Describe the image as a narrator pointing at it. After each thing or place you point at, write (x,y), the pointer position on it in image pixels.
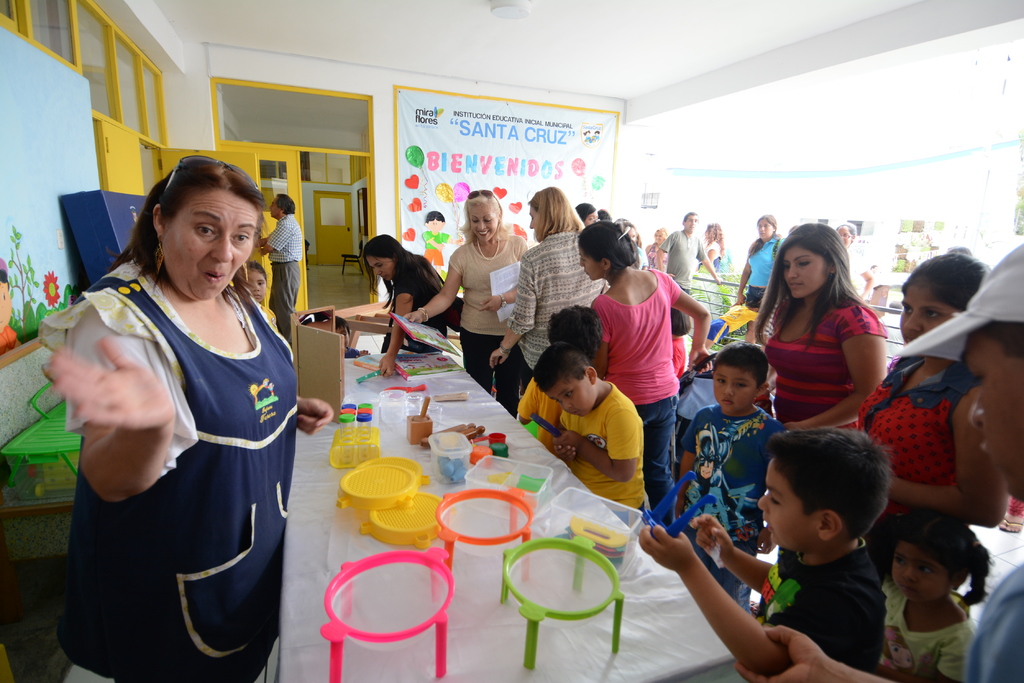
In the center of the image (442,339) there is a table (530,445) on which there are many objects (309,339). To the left side of the image (114,255) there is a lady (252,223) standing. To the right side of the image (853,524) there are many children (585,379) and people (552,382) standing. In the background of the image (186,115) there is a wall (188,89). There is a door (254,167).
